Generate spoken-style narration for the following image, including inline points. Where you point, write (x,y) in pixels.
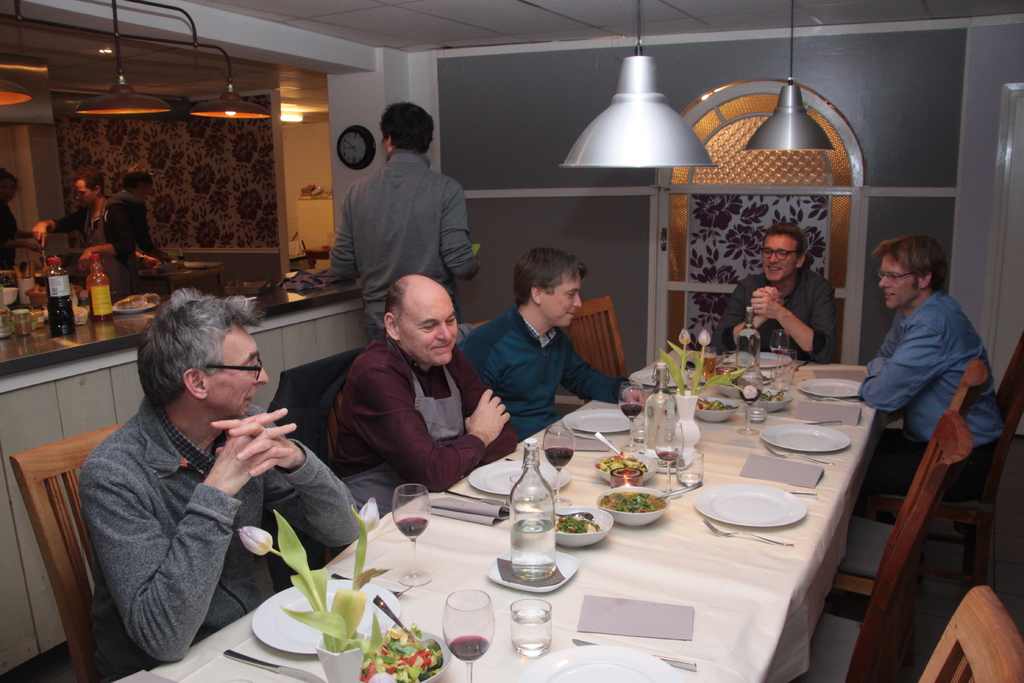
There are few people (472,400) sitting on the chairs (597,338) and few people (128,234) standing. These are the lamps (658,106) hanging. This is a table (826,563), which is covered with a white cloth (732,652). I can see the plates (546,467), wine glasses (561,456), bottles (648,421), flower vase (355,662), bowls (380,641), spoons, napkins (647,625) and few other things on the table (569,494). This looks like a door (730,214). I can see a wall clock (348,159), which is attached to the wall (362,113). These are the bottles (61,300), bowls (37,302) and few other things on the cabinet (52,345).
